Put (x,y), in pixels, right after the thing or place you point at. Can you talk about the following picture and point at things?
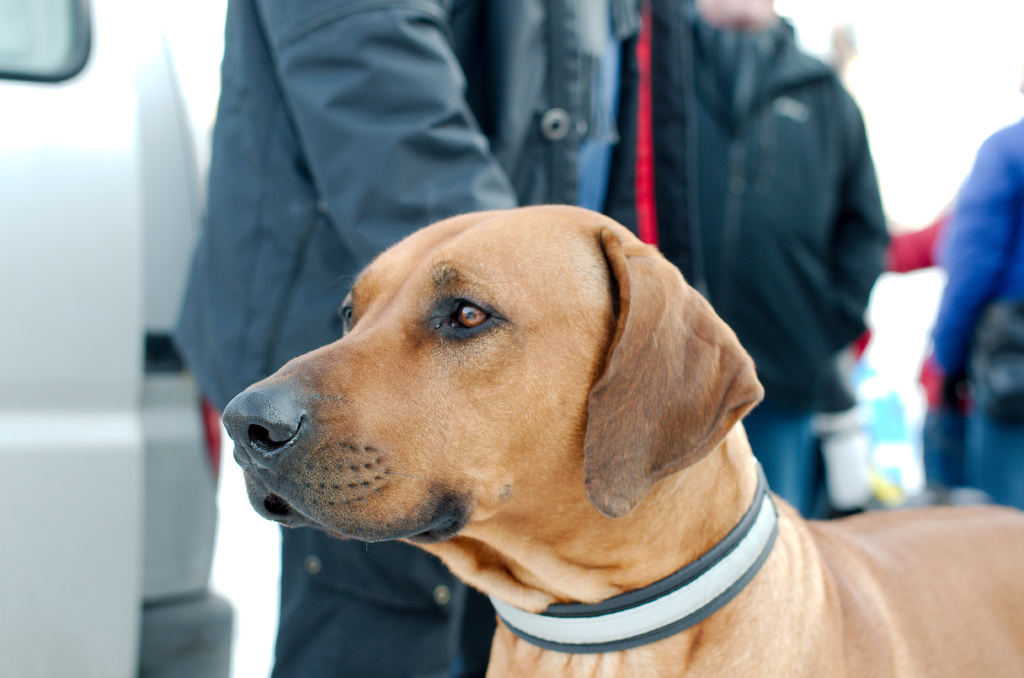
In this image I can see a dog (520,551). In the background (778,333) there are people (653,139). And in the left side of the image (97,335) it looks like a vehicle (44,384).
